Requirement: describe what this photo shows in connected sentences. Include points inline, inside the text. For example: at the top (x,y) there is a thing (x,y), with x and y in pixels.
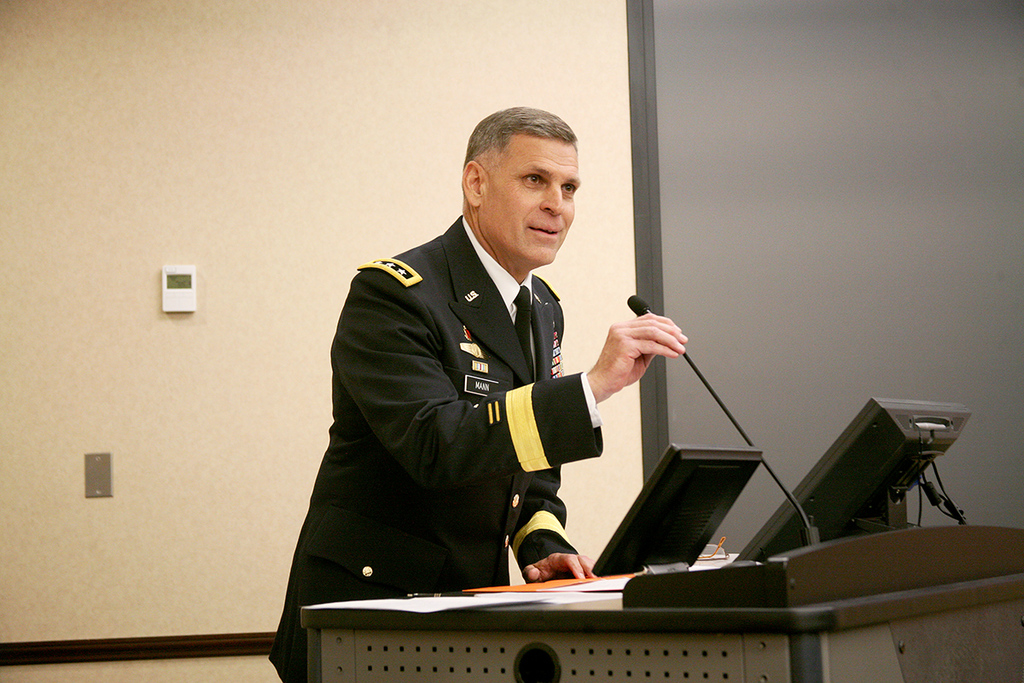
In this image there is a person (471,348) standing, he is holding a microphone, there is an object (676,634) truncated towards the bottom of the image (649,660), there are papers (547,601), there are spectacles (716,555), there are monitors (719,507), there are wires (932,487), there is a wall (944,159) truncated towards the right of the image (905,253), there is a wall (22,187) truncated towards the left of the image (35,289), there is a wall (74,191) truncated towards the top of the image (510,48), there is an object (186,291) on the wall (228,269).
